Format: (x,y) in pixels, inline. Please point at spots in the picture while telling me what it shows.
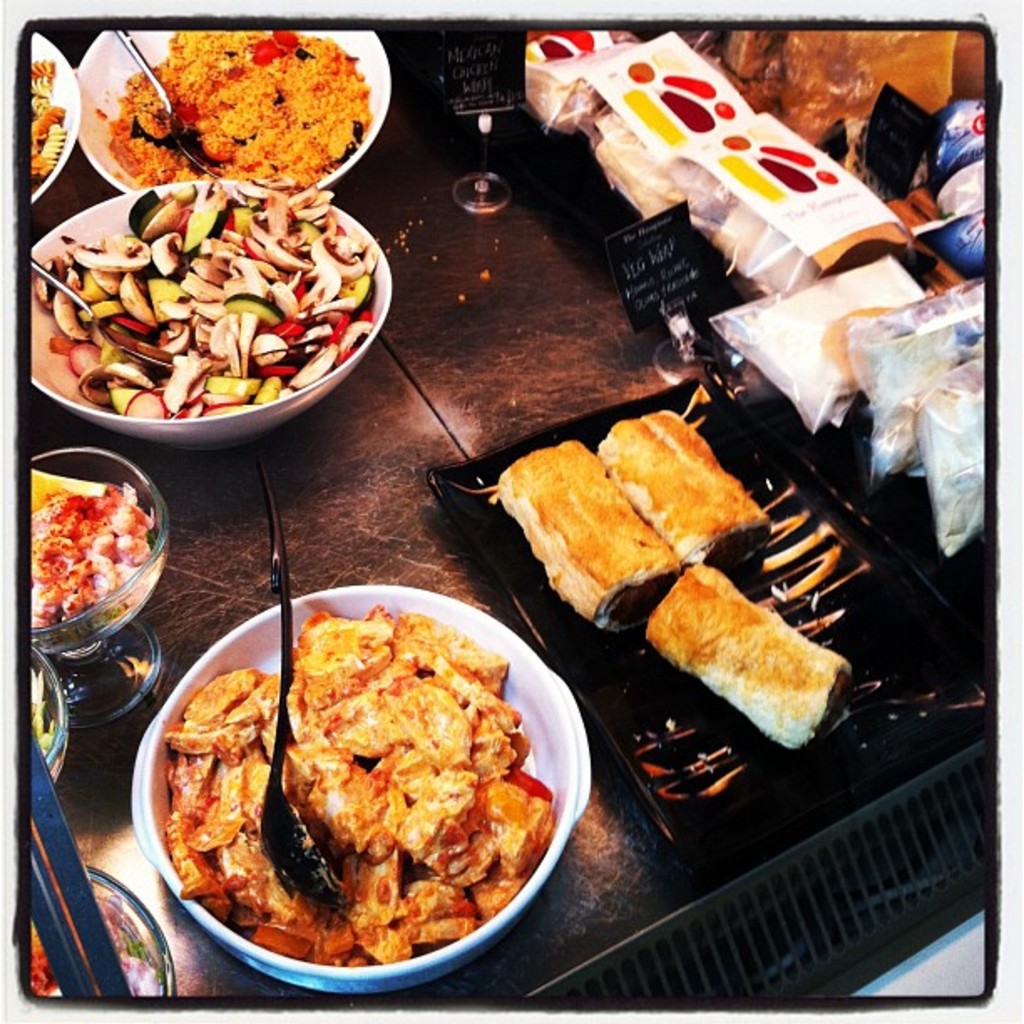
In this image there are objects (279,542) on the surface (398,421), there are objects (970,458) truncated towards the right of the image (956,456), there are objects (72,521) truncated towards the left of the image (82,513), there are bowls (224,423), there is food (242,211) inside the bowls (241,416), there are spoons (165,94).
